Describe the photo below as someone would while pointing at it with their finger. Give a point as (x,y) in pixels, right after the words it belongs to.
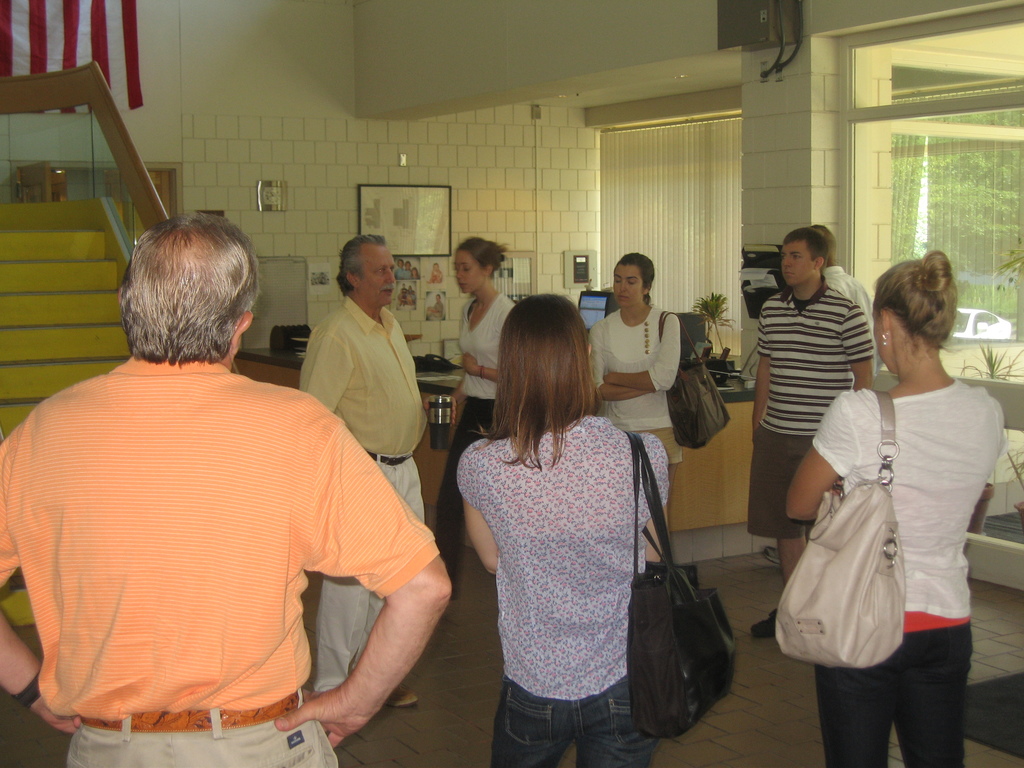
This image consists of group of people (514,559). The man (362,534) at the left (338,527) is wearing orange t shirt (181,582) and pant (254,744). The woman (573,669) at the middle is wearing a floral shirt (570,635), a jeans (605,700) and a black colored bag (660,652). The woman (910,498) right to her is wearing a t shirt (946,498) and black jeans (920,653) with a handbag (897,568). Behind them there are five more people (801,368). A man (800,351) is wearing a black and white t shirt (801,356). A woman (665,349) next to him is wearing a white shirt (647,351) holding a handbag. This building (534,173) consists a photo frame (440,218) at the back (422,236), a desk (437,382) and the stairs (72,265) at the left corner (31,311).
